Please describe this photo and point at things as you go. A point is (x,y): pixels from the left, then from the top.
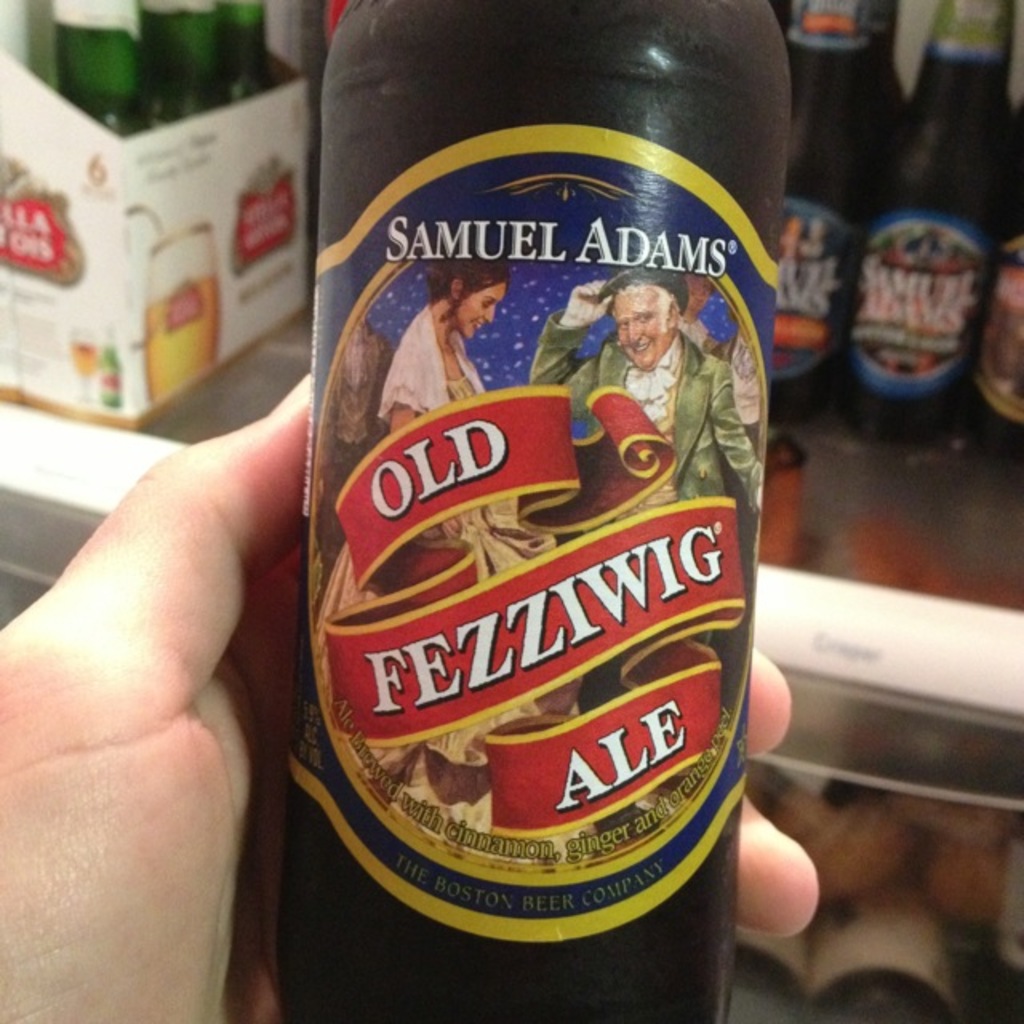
In this image, we can see human (238,742) is holding bottle (466,433). There is a sticker (547,415) on it. And the background (934,276), few bottles (903,371) are placed. On left side (102,347), we can see a carton box (59,295).
